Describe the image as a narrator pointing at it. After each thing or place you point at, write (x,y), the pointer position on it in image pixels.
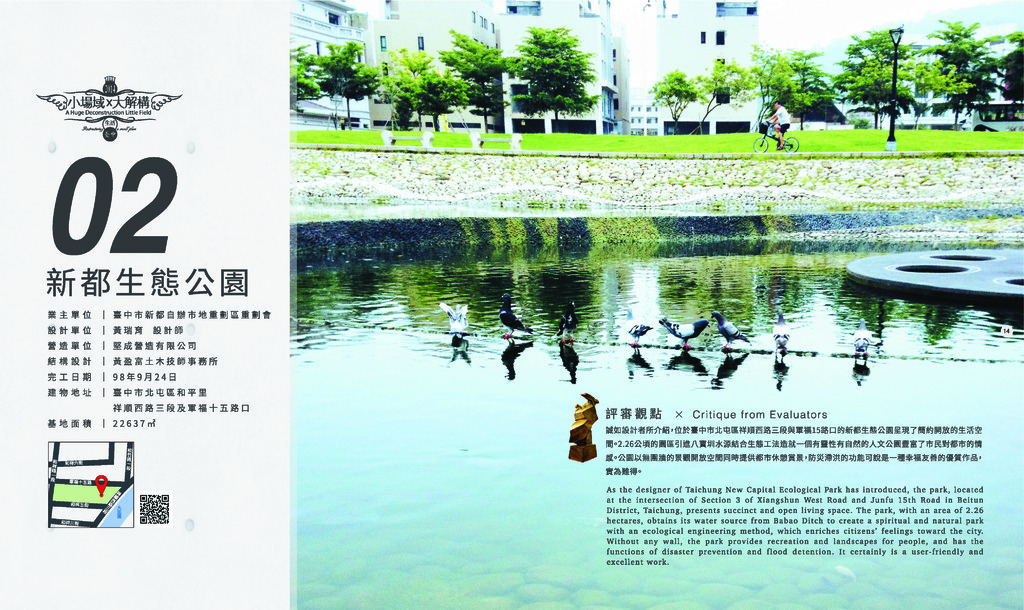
In this image I can see few birds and I can also see the water (649,285). In the background (778,108) I can see the person (785,129) riding the bicycle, few trees (583,80) in green color and I can also see few buildings (680,12) in white color and I can see something written on the image.
